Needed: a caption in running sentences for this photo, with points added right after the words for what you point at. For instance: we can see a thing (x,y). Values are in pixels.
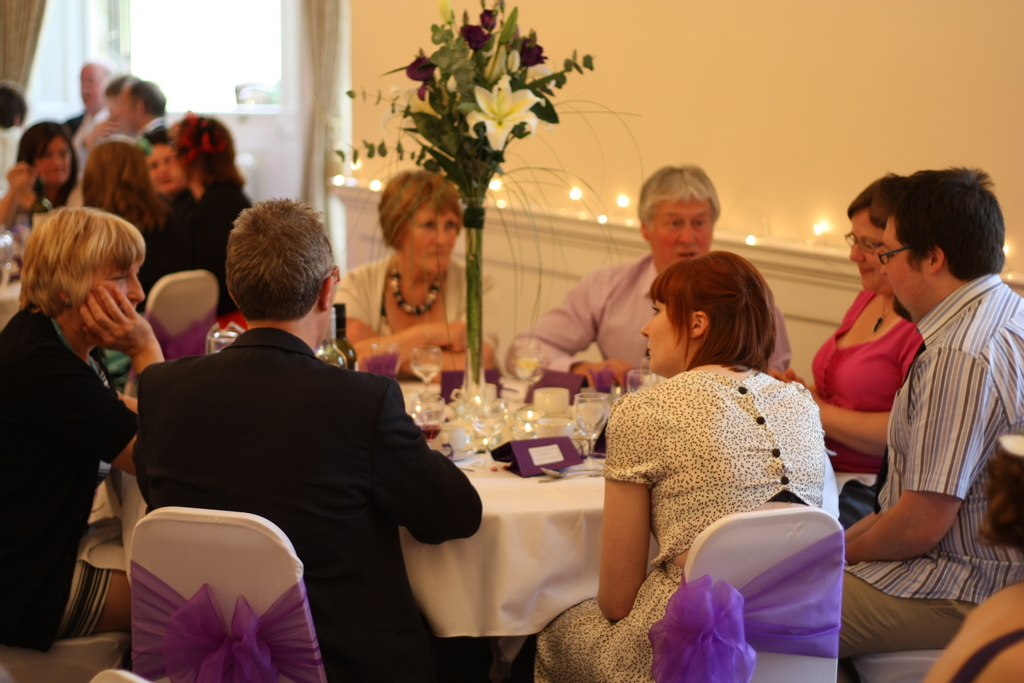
Persons (346,524) are sitting on a chair (180,345). On this table (557,489) there are glasses (484,401) and flower vase (476,297).
